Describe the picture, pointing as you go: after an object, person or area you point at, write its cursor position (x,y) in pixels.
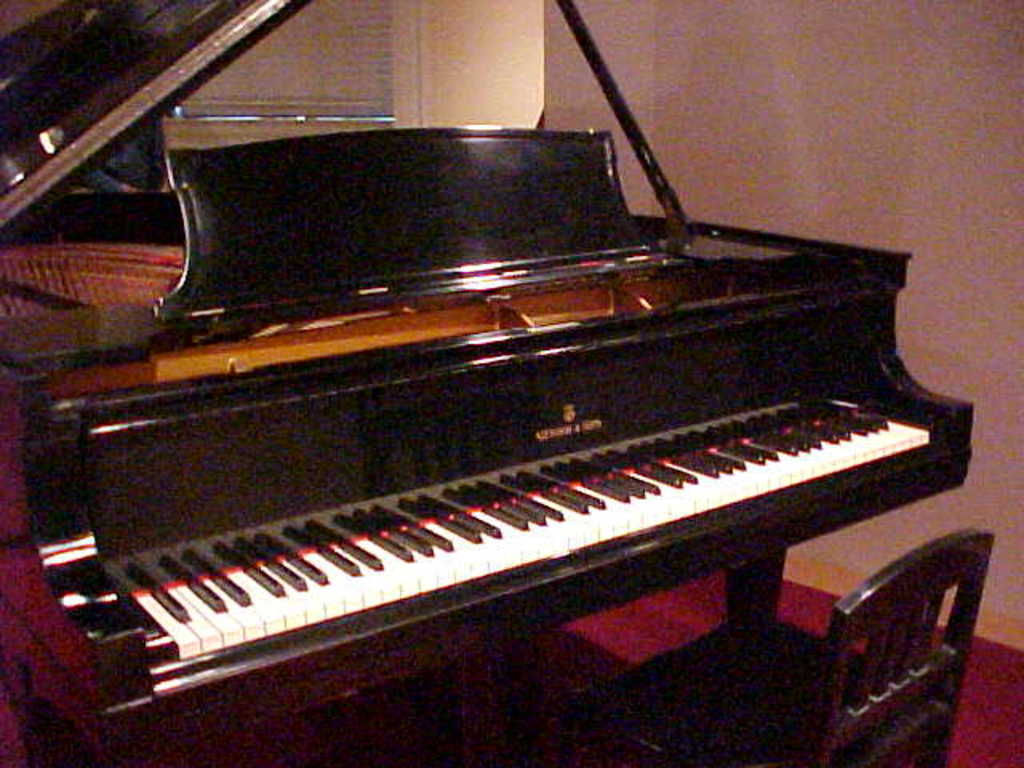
In this image there is one piano (587,328). On the top (759,88) there is wall (895,96) and on the bottom of the right corner (702,690) there is one chair (786,670).
